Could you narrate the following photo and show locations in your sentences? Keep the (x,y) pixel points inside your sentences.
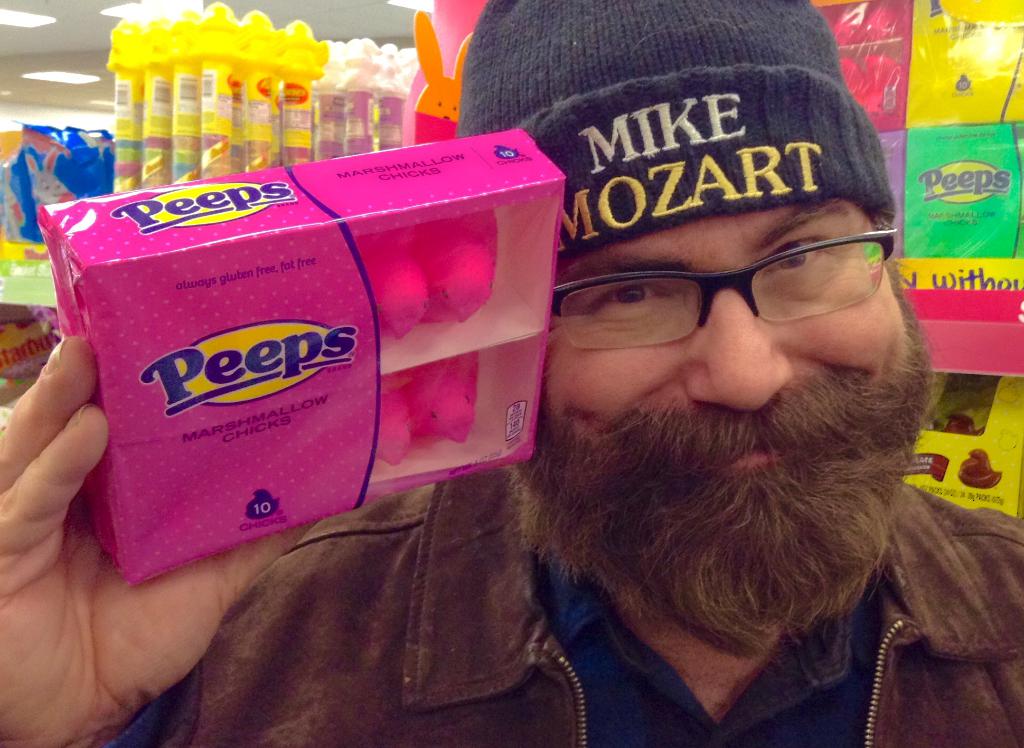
In this picture we can see a person (250,612) holding a box (168,442) in his hands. We can see a few boxes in the racks (971,300). Some lights (27,77) are visible on top (130,21).
